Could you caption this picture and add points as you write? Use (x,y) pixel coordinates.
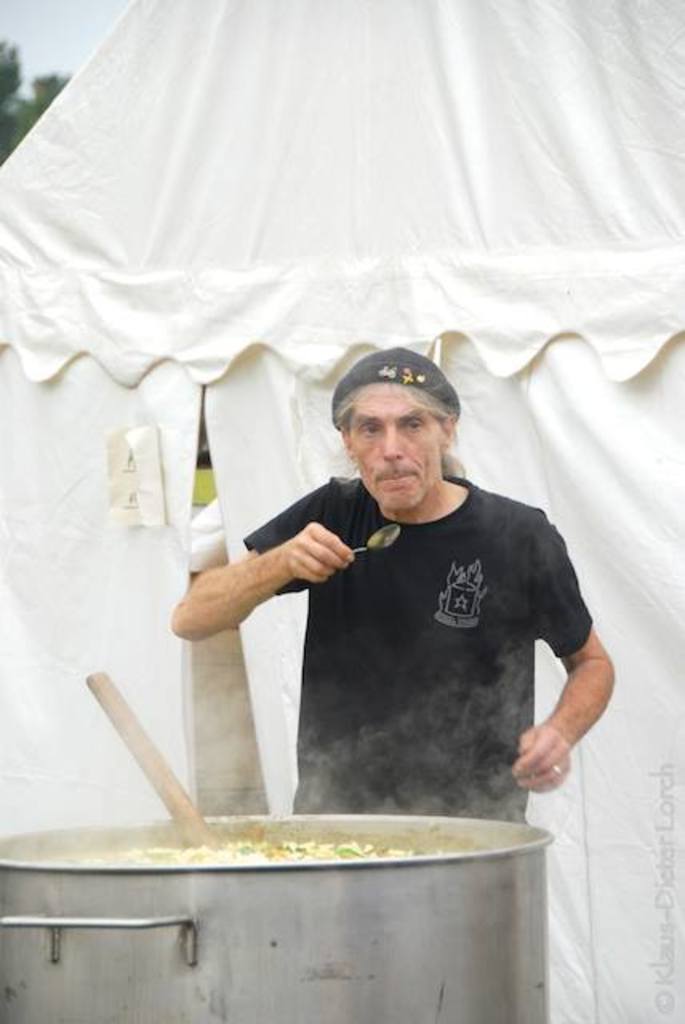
In this image I can see the person (319,707) is holding the spoon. In front (281,841) I can see the food (315,845) in the big bowl (333,870). I can see trees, sky (69,71) and the white color tent (159,140).
